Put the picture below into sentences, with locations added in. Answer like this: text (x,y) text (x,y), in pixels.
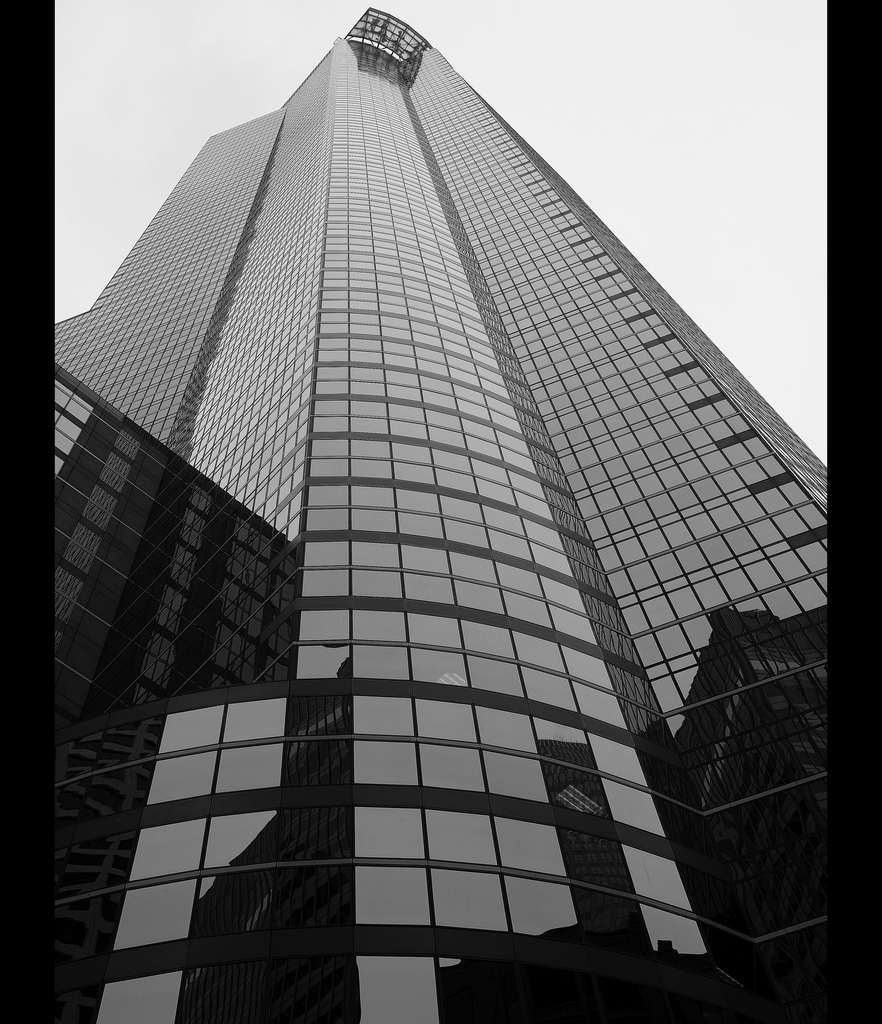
In this picture there is a skyscraper (409,596) in the center of the image (310,469).
